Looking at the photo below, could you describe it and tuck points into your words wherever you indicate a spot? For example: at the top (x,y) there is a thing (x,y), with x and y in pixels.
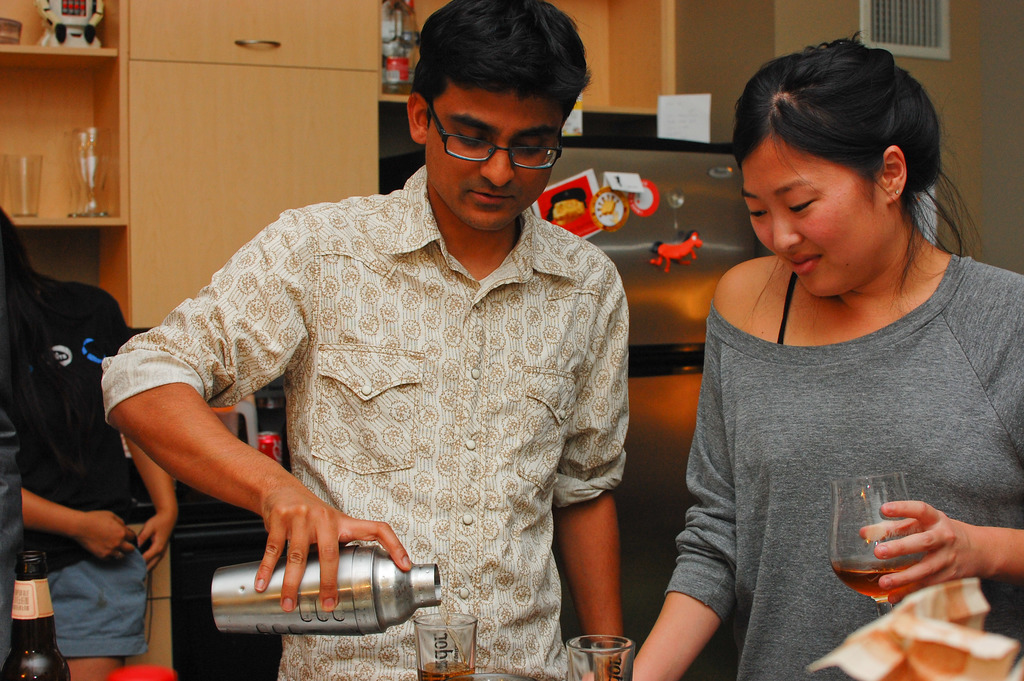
This picture is clicked inside the house (938,22) where there are three persons (315,411) standing. At the right side (868,388) woman (870,386) standing is holding a glass (863,548) in her hand (870,524). In the center (438,384) the man (462,365) is standing and is filling his glass (433,638) holding a jar (359,590) in his hand (331,574). At the left side (80,439) the person (60,432) wearing a black colour shirt (53,463) is standing. in the background (203,124) there is a wardrobe (213,132) with a glass (93,169) and jar (79,168). There is a fridge (672,211) behind this man (468,317) and at the right side (934,45) there is a wall (989,91) and white colour ventilator (929,32).
